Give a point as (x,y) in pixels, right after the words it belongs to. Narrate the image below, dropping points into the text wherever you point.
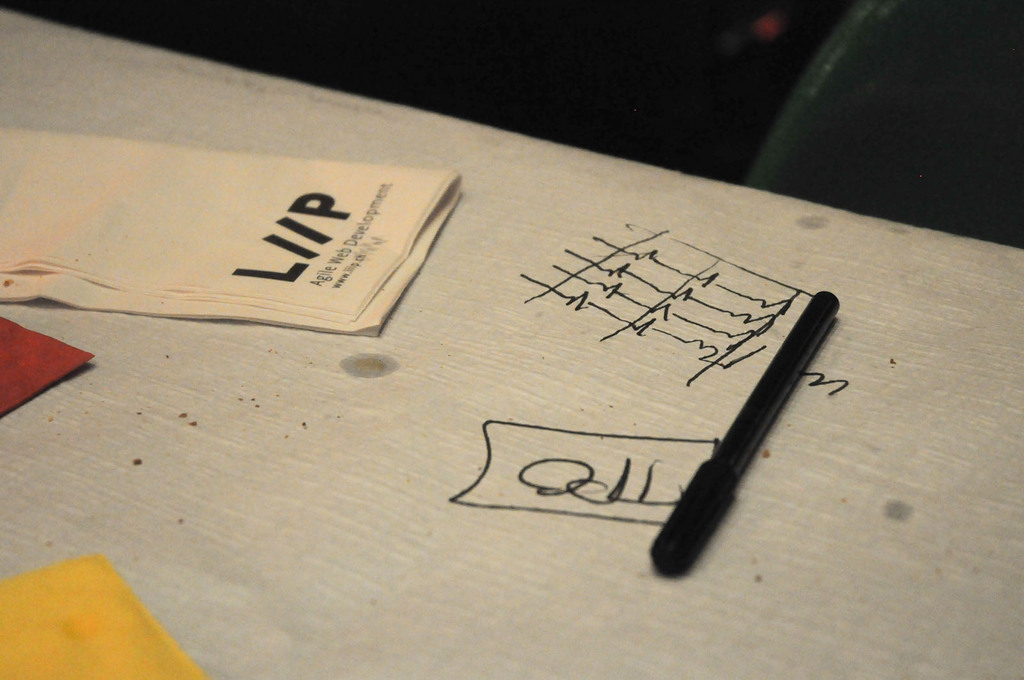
In this picture, we can see a table (299,338), some objects (151,668) on the table (323,546) like pen (825,296), clothes (193,267), and we can see some text (687,385) on the table (575,365).
